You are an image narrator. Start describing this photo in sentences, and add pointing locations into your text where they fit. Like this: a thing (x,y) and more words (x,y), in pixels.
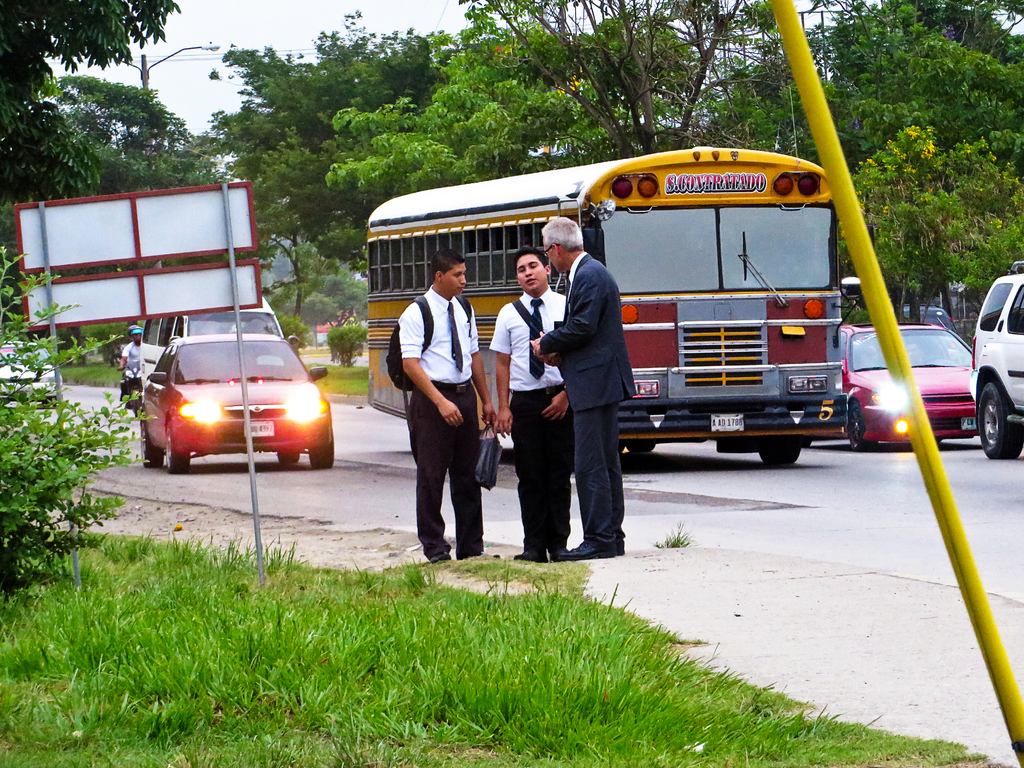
In this image in the center (478,387) there are three persons (571,370) who are standing and talking, and at the bottom (898,599) there is a road (837,514). On the road (501,492) there are some cars (958,369) buses (708,371) and bikes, and in the foreground (901,357) there is one pole (901,357). On the left side (51,423) there is one board (89,200), plants (3,443) and grass (368,637). In the background (366,190) there are some trees (435,161), pole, light (211,43) and some wires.
